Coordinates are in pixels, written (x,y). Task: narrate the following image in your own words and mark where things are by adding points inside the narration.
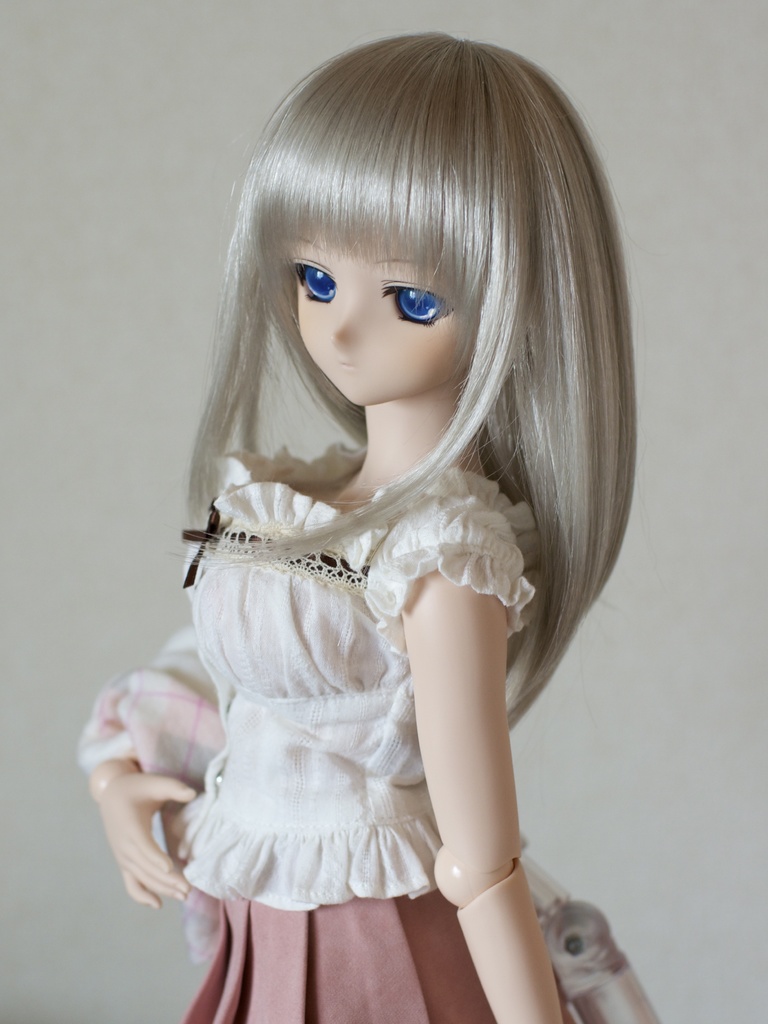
In this image we can see a doll (483,671). There is a white background (690,753) in the image.
